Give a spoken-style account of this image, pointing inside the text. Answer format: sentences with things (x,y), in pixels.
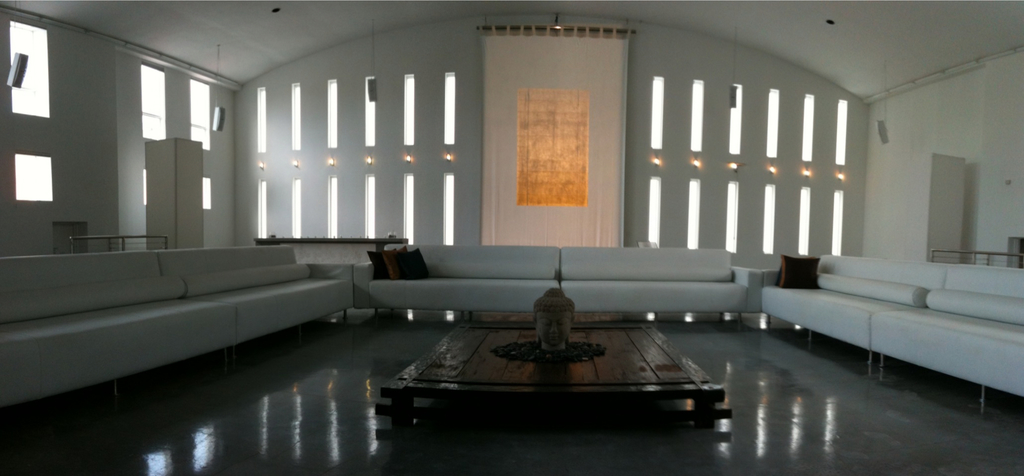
there is a room (288,422) in which there is a sculpture (558,340) in the center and white sofas (402,280) around. at the back (546,76) there is a white curtain (563,72).
